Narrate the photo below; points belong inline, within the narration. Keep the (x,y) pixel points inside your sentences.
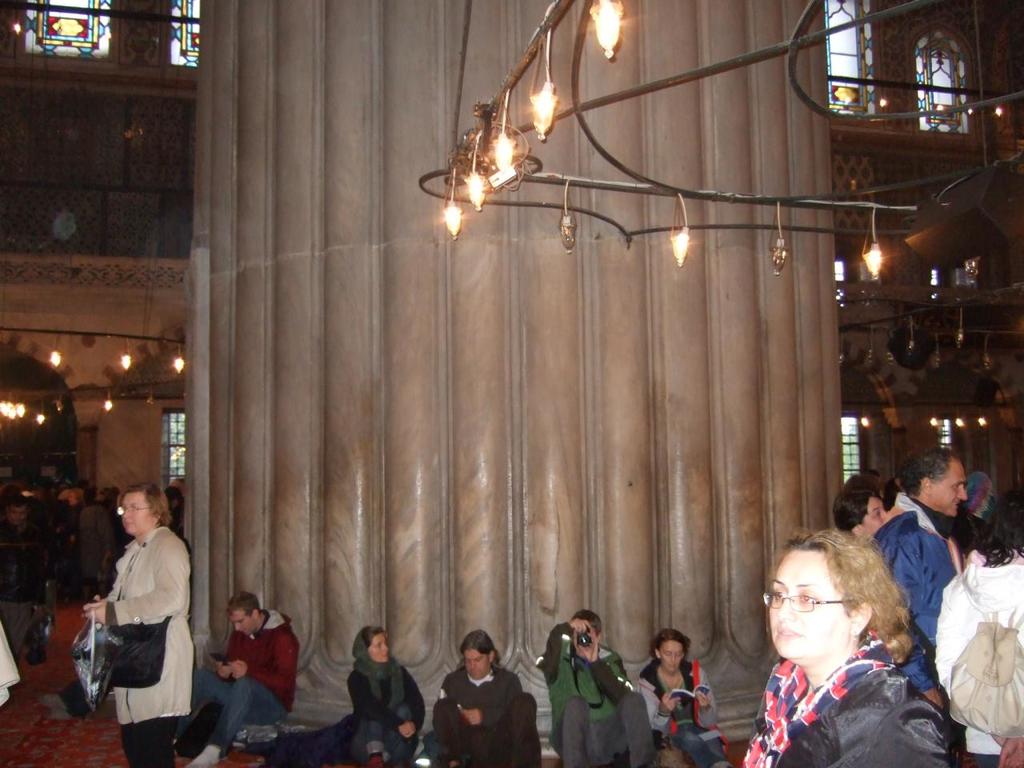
This image is taken indoors. In the background (159,411) there is a wall (134,410) with windows (174,451) and a door (44,435). At the top of the image (578,181) there are a few lights (536,104). In the middle of the image (506,472) there is a pillar (340,236). A few people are standing on the floor (117,720) and a few (366,678) are sitting.
